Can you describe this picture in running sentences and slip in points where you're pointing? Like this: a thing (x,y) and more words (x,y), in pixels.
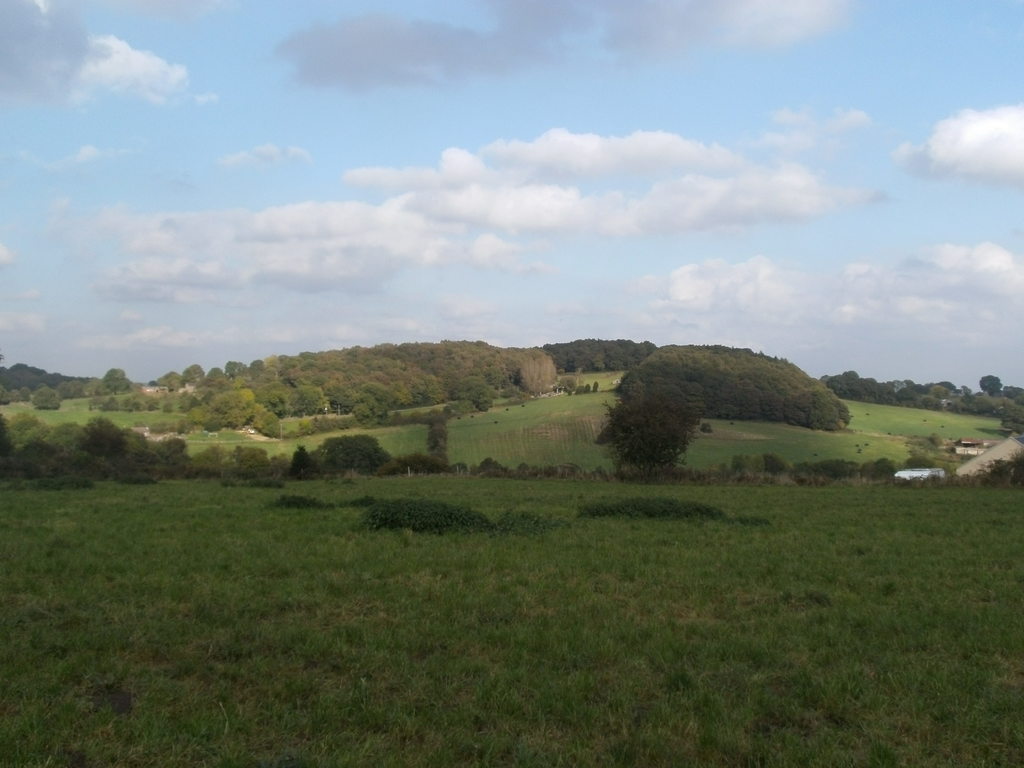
In this image we can see few trees (698,398), grass (429,487), plants (114,447) and the sky (517,175) with clouds (517,175) on the top (715,161).
